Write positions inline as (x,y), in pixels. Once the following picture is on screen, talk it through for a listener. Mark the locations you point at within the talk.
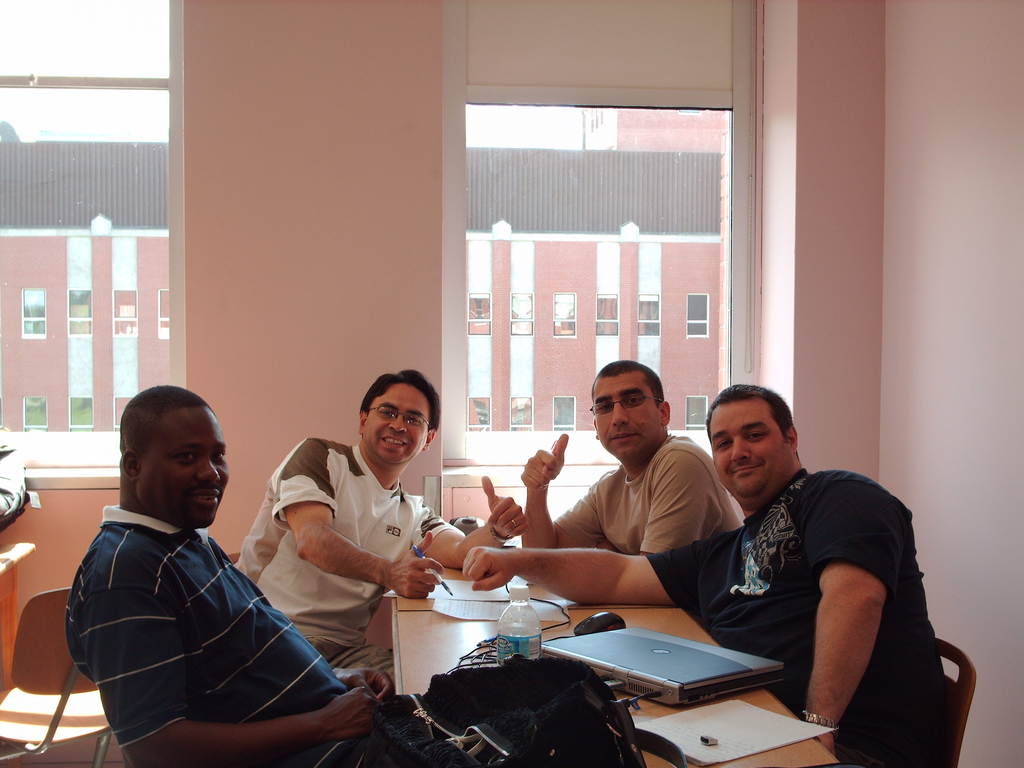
In this picture there are four man (828,513) sitting on the chairs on the table (764,759) on which there are some things (603,632) placed like laptop (611,670), bottle (521,630) and behind there are two Windows (72,339).
